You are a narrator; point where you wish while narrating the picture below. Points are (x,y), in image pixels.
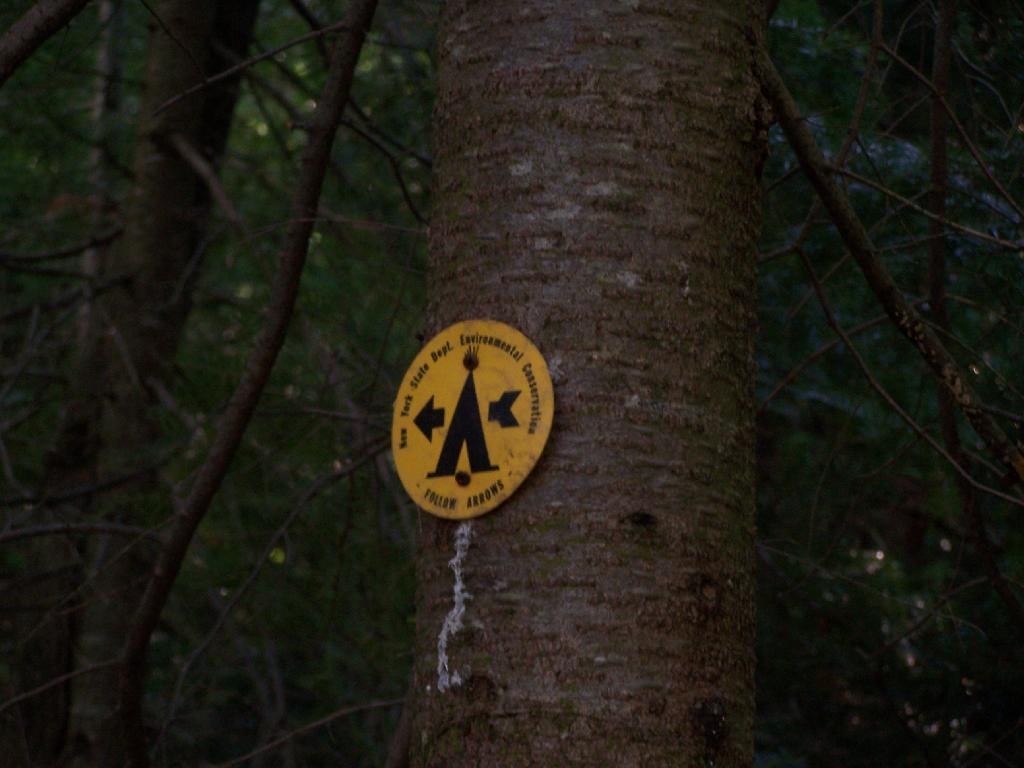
In the image there is a tree (677,509) with caution board (514,408) on it and behind there are many trees (973,575) all over the place.
